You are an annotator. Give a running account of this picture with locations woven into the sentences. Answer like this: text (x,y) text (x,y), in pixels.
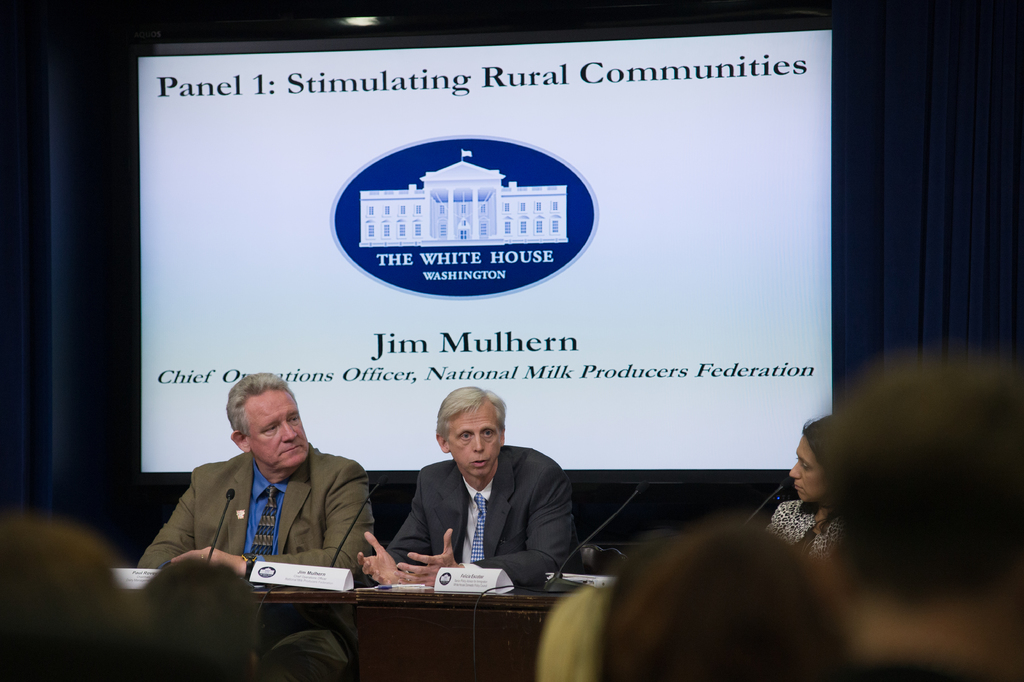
At the bottom of the image (725,556) there are few people (209,654). There is a table (451,595) with name boards (310,576) and mics (552,584). Behind the table (321,592) there are few people (509,495) sitting. Behind them there is a screen (355,305) with something written on it. And also there are curtains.
